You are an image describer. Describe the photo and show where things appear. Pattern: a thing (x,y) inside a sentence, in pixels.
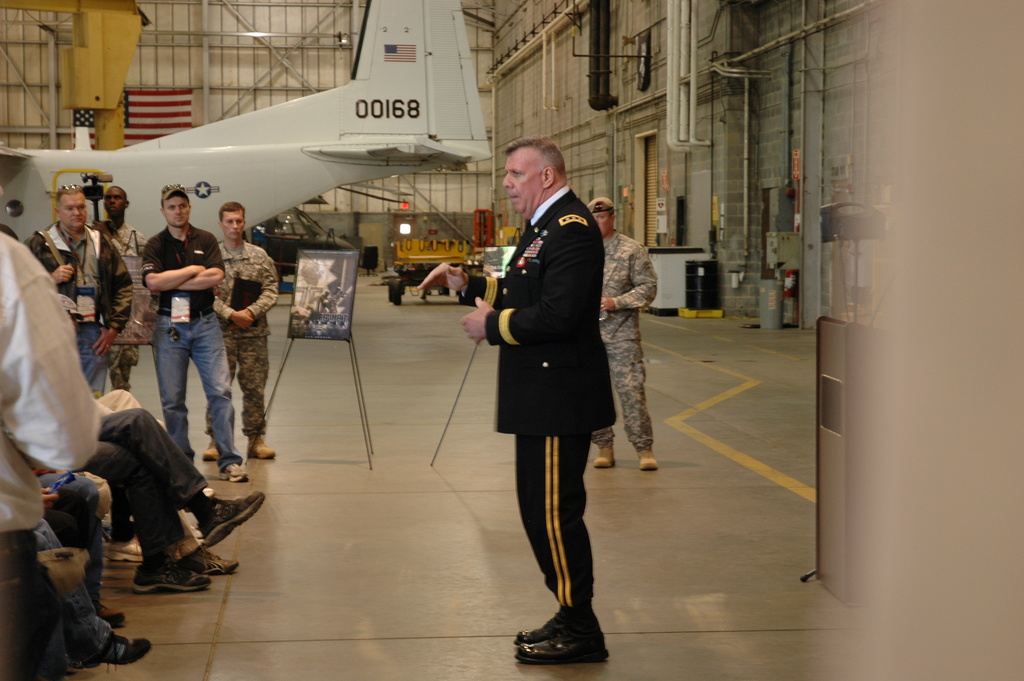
In this picture I can see the aircraft (347,179). I can see a few people (126,520) sitting. I can see a few people (259,322) standing on the floor (407,401). I can see stand board (302,328). I can see metal pipes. I can see the flag (149,122).
